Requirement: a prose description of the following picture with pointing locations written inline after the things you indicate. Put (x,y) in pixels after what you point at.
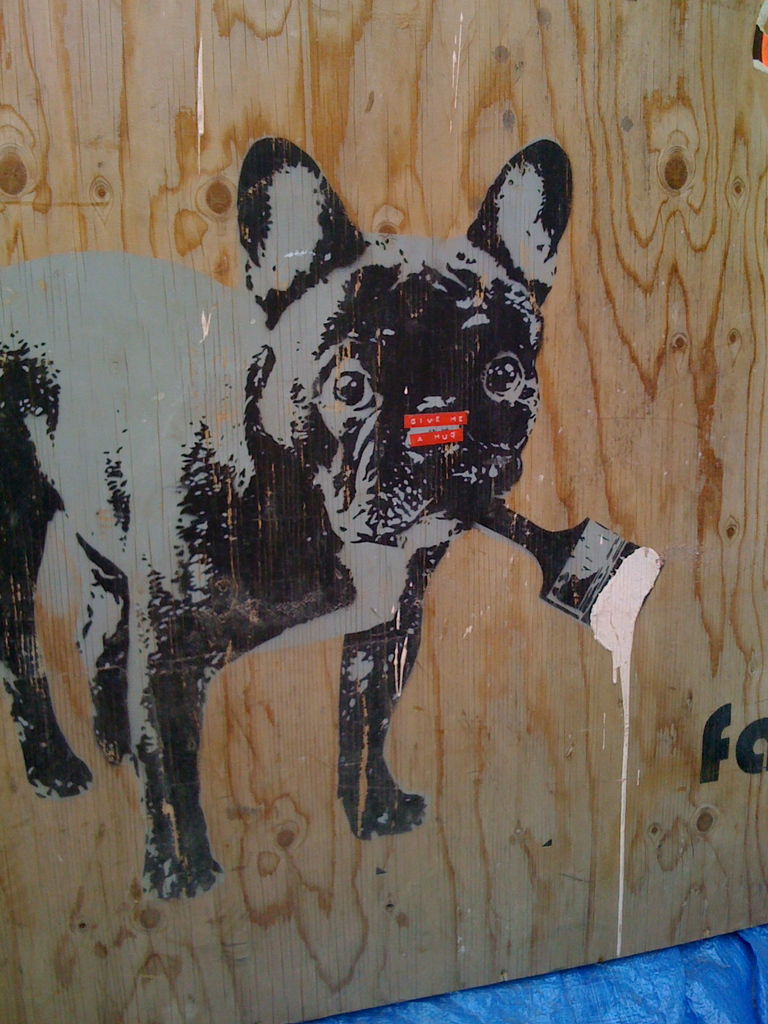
In this image, we can see an art (360,359) on the wooden sheet (399,865) contains a dog (394,445) holding a brush (557,577).
